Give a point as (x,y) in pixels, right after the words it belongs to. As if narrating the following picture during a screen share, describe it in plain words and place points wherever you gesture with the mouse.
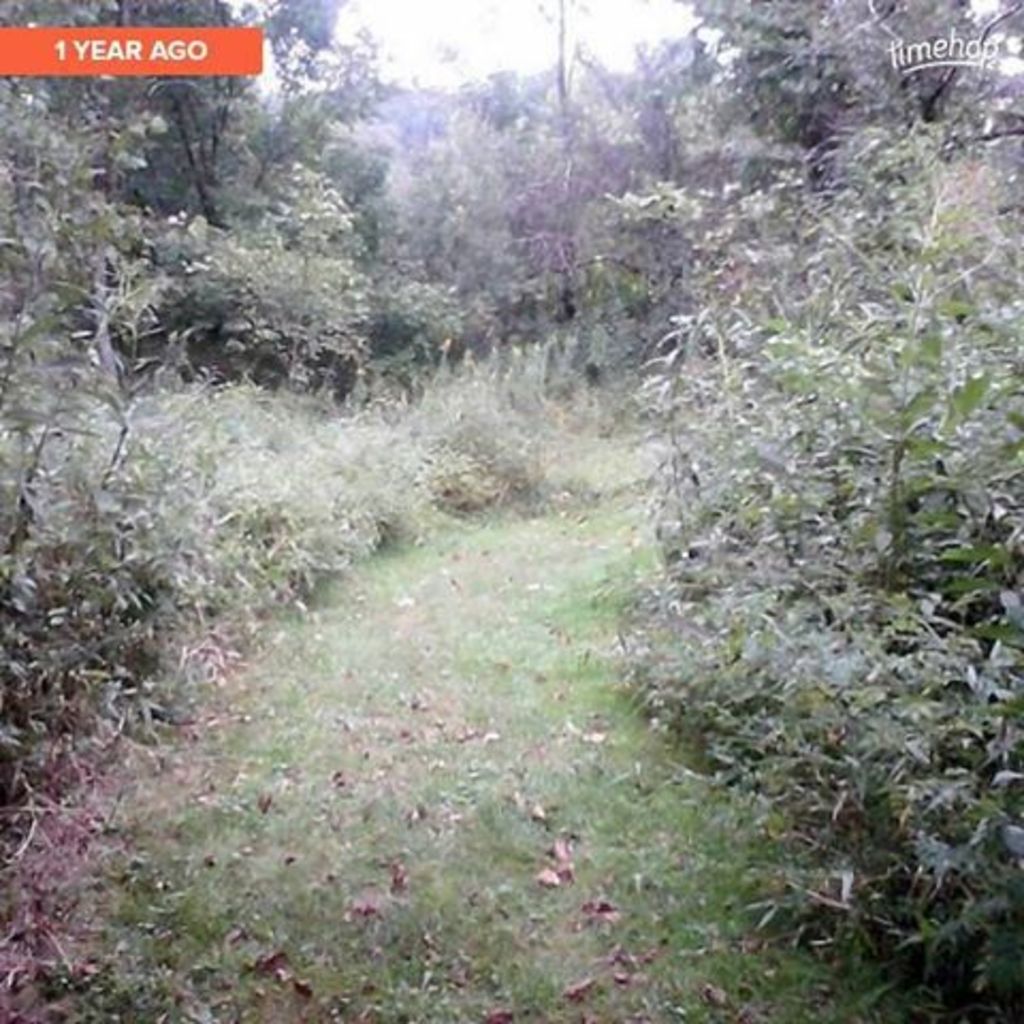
In this image there are some plants (278,339), trees (280,345), grass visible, at the top (503,5) there is the sky (459,5), text (932,62).
